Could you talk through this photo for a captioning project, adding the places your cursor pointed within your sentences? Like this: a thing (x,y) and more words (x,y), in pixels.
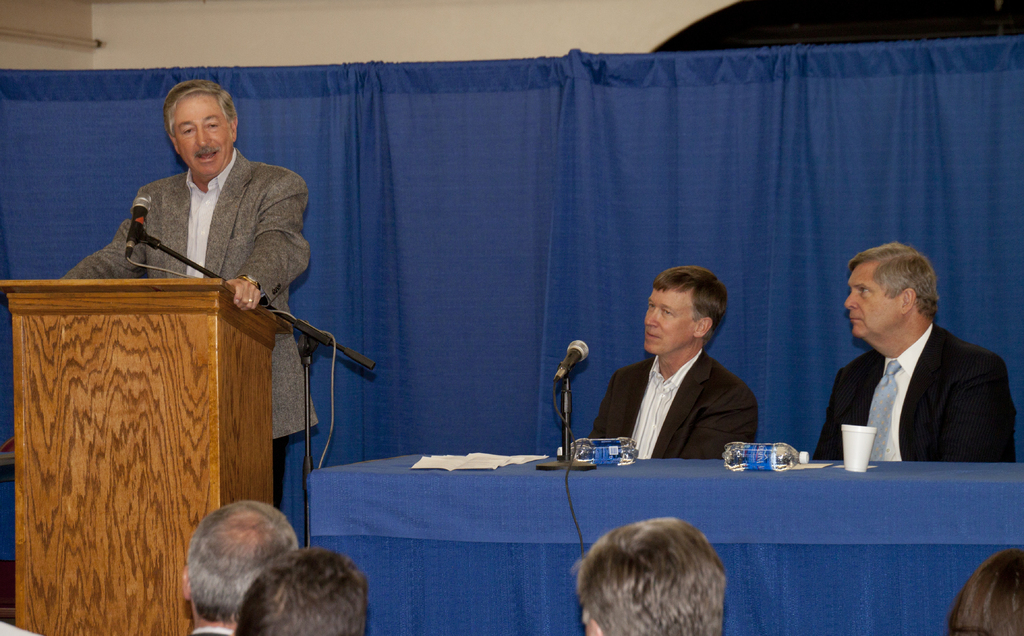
On the left side of the image (233,268) we can see a man (232,159) standing, before him there is a podium (213,378) and we can see mics (572,347) placed on the stands (567,411). There is a table (709,487) and we can see bottles (727,463), glass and papers (487,454) placed on the table (688,518). At the bottom (246,612) there are people (584,572). In the background (778,260) there is a curtain (495,155) and a wall (385,27). In the center (679,398) there are two people (653,404) sitting.
